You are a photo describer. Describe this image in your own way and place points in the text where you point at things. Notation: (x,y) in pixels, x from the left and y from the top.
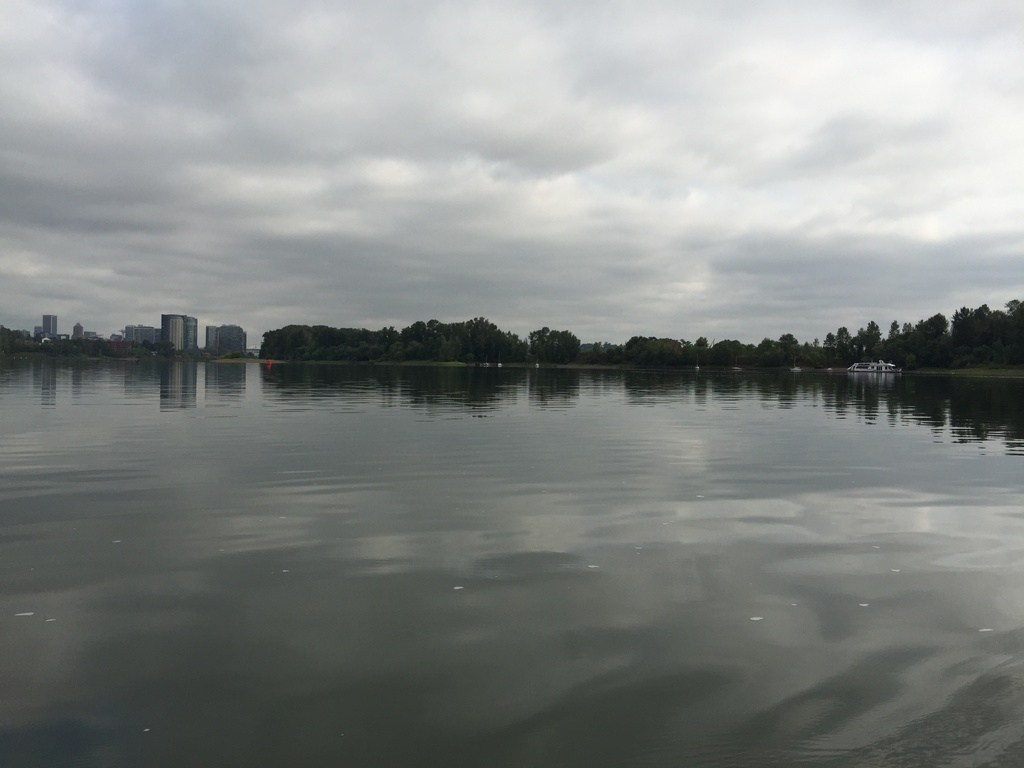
In the picture we can see the water surface (936,603) and far away from it, we can see the trees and beside it, we can see some buildings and in the background (700,217) we can see the sky (402,173) with clouds (435,99).
